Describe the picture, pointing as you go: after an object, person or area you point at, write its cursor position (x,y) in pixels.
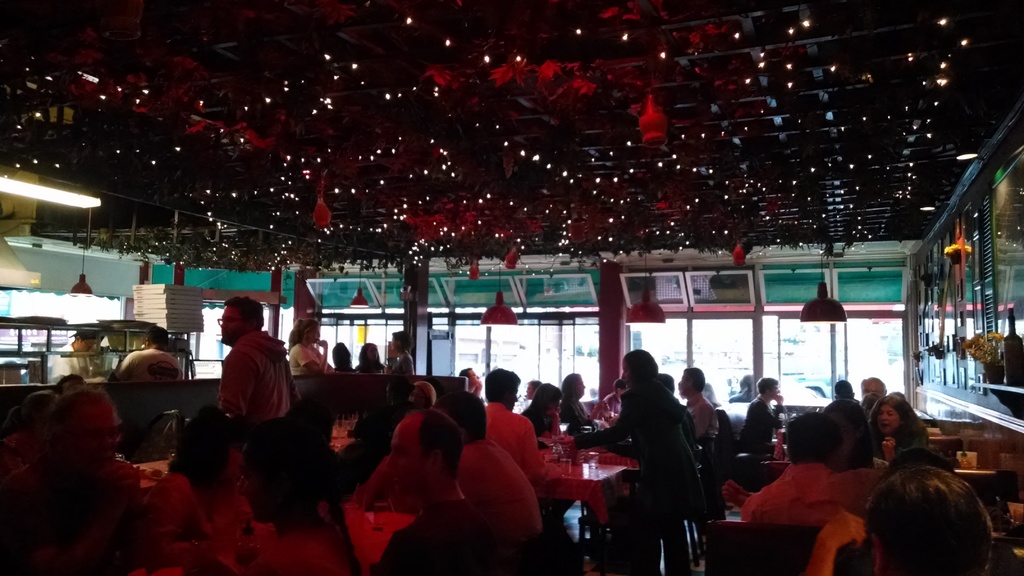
In this picture we can see many people (976,512) were sitting inside the hotel (525,569), beside them we can see the table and chairs (938,443). And some peoples (909,496) were sitting on the bench (802,572). On the left (129,366) there is a man (63,359) who is wearing white dress (61,372), he is standing behind the kitchen platform (114,355). At the top (519,7) we can see the lights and decoration materials (455,161). Through the doors (820,354) we can see other buildings (843,370). On the right (933,363) we can see some glasses (928,320).
